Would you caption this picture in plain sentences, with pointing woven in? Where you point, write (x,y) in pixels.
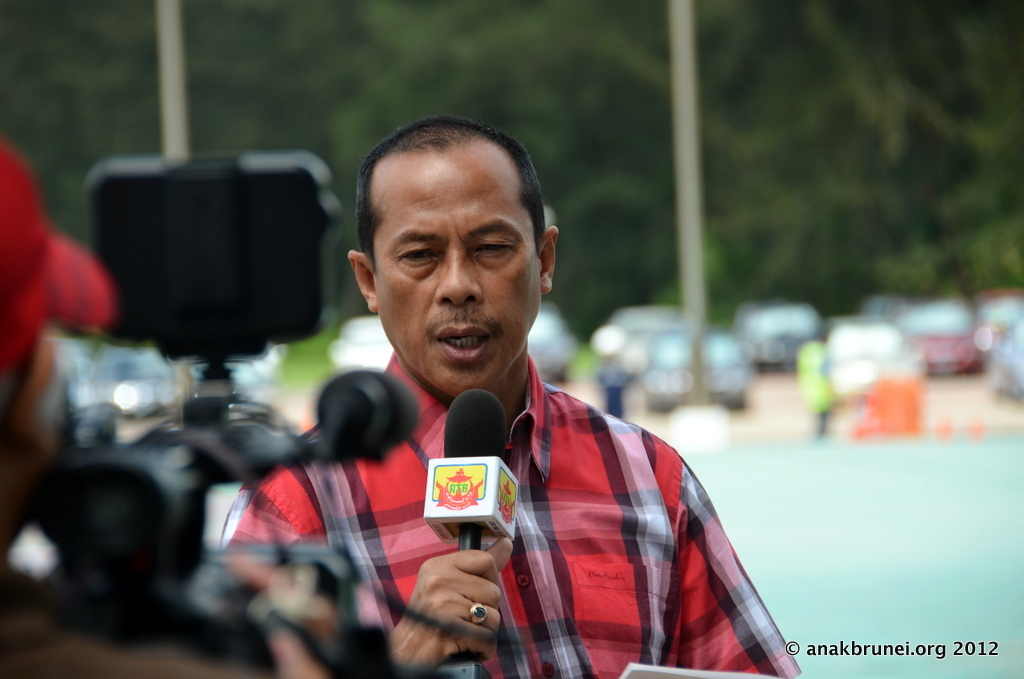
In this image I can see two persons (322,545) in the front (366,484). I can see one person (200,668) is holding a camera (343,385) and the second person (439,364) is holding a mic (478,415). I can also see one of them is wearing a red colour cap (10,357). In the background (144,359) I can see two poles (686,234), number of vehicles (634,355), two persons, an orange colour thing (877,395) and number of trees (515,81). I can also see this image is little bit blurry and on the bottom right side of the image (991,656) I can see a watermark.
